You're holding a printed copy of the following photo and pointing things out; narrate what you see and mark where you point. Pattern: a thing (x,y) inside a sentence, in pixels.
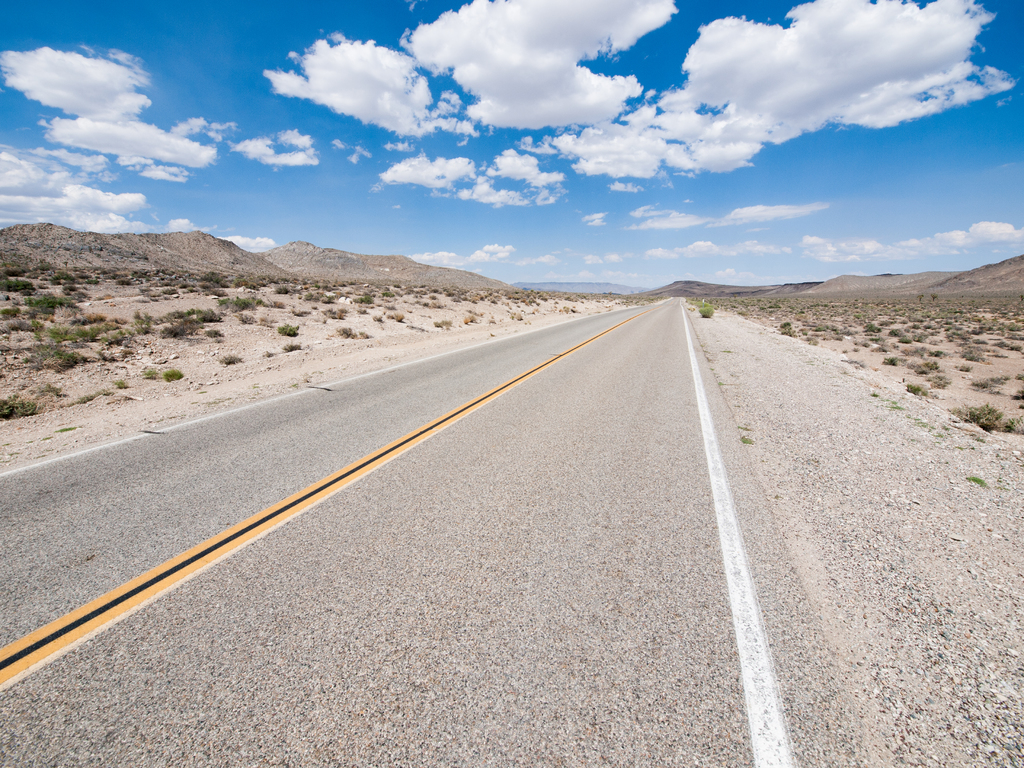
This is an outside view. Here I can see a road (302,645). On both sides of the road (657,415) there are some plants (923,362). In the background (211,261), I can see the hills (176,262). On the top of the image (188,64) I can see the sky (267,57) and clouds (401,63).
